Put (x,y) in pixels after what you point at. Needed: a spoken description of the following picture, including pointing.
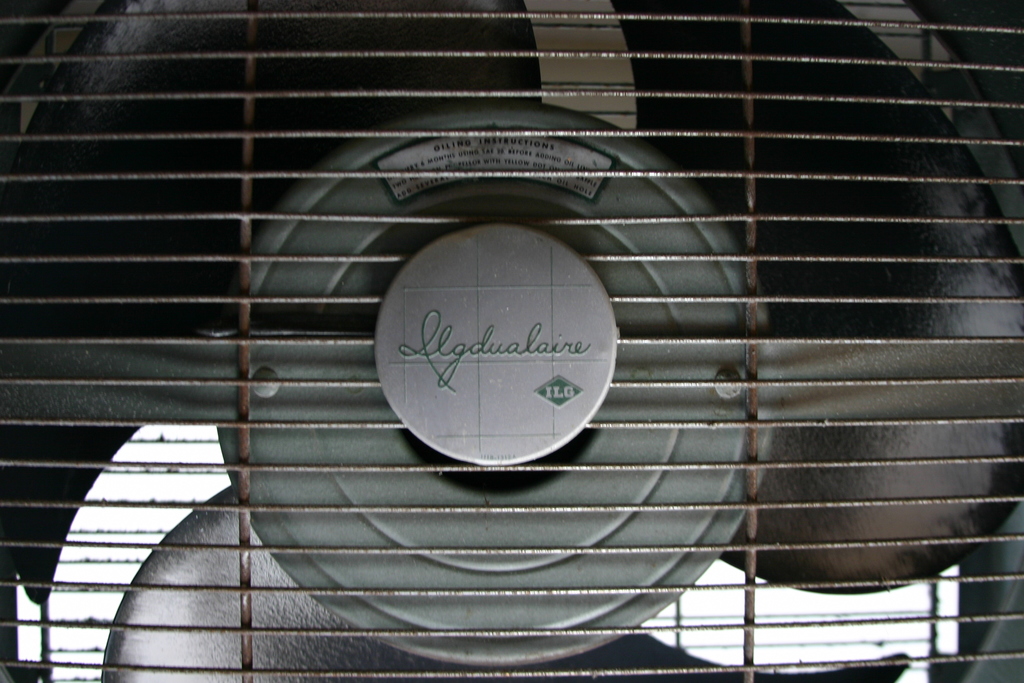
This picture shows a fan (496,439) and we see grill (863,178) and we see some text (430,363) on it.
